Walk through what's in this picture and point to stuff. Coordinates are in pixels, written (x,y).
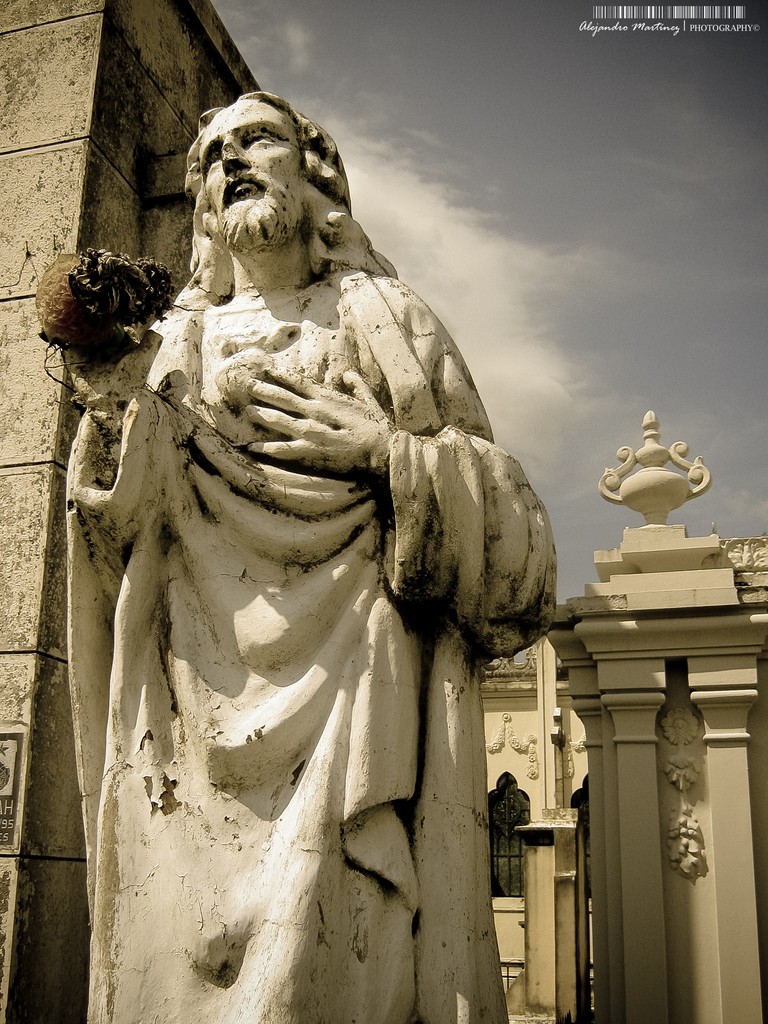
In this picture we can see a statue (193,871), wall (17,531) and a building (520,808) in the background (579,636). Sky (567,339) is cloudy.
